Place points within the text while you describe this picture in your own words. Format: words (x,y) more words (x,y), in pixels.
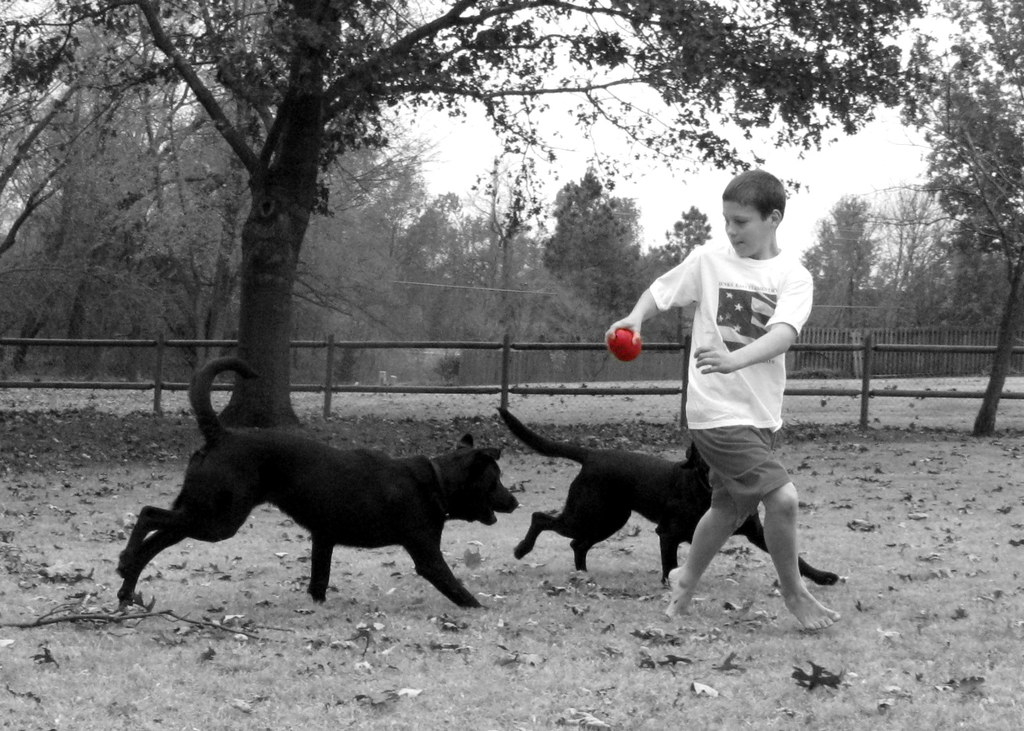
In this image there is a kid (732,440) wearing white color dress (754,420) holding a ball (630,358) in his hands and there are two dogs (438,556) running on the floor (373,394) and at the background of the image (351,387) there is a fencing (166,387) and trees (448,235).
